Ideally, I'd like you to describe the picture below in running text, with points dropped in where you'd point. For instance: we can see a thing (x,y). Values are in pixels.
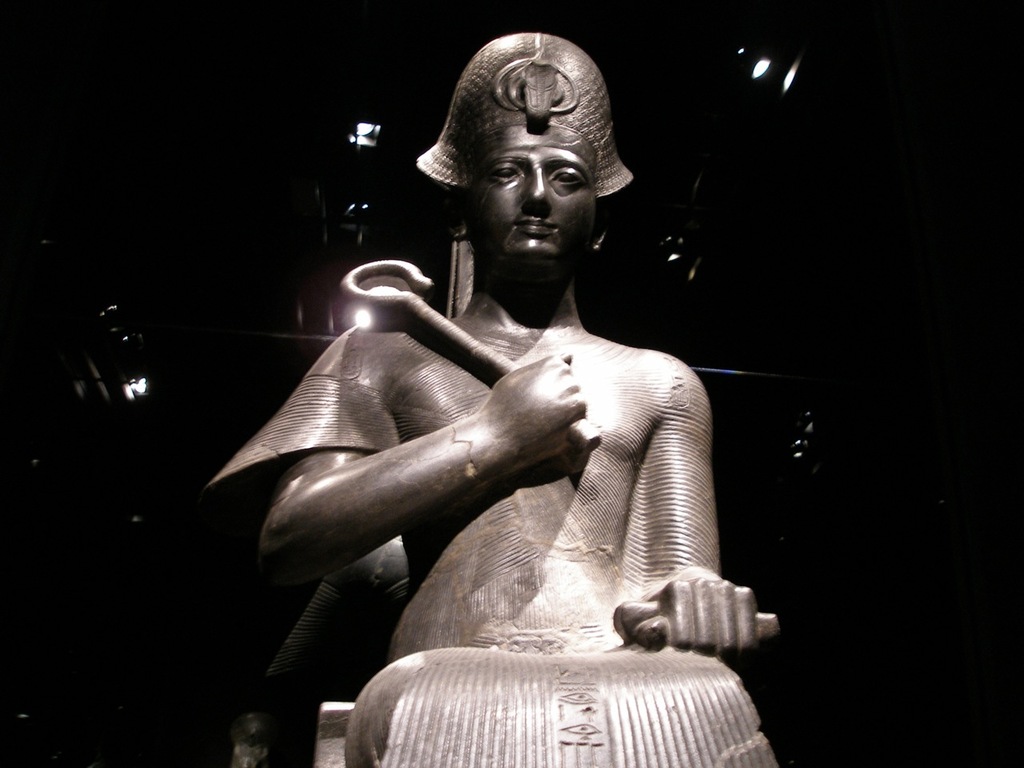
In the center of the image (497,438) we can see a statue (488,507). In this picture we can see some lights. In the background (221,381) the image is dark.
